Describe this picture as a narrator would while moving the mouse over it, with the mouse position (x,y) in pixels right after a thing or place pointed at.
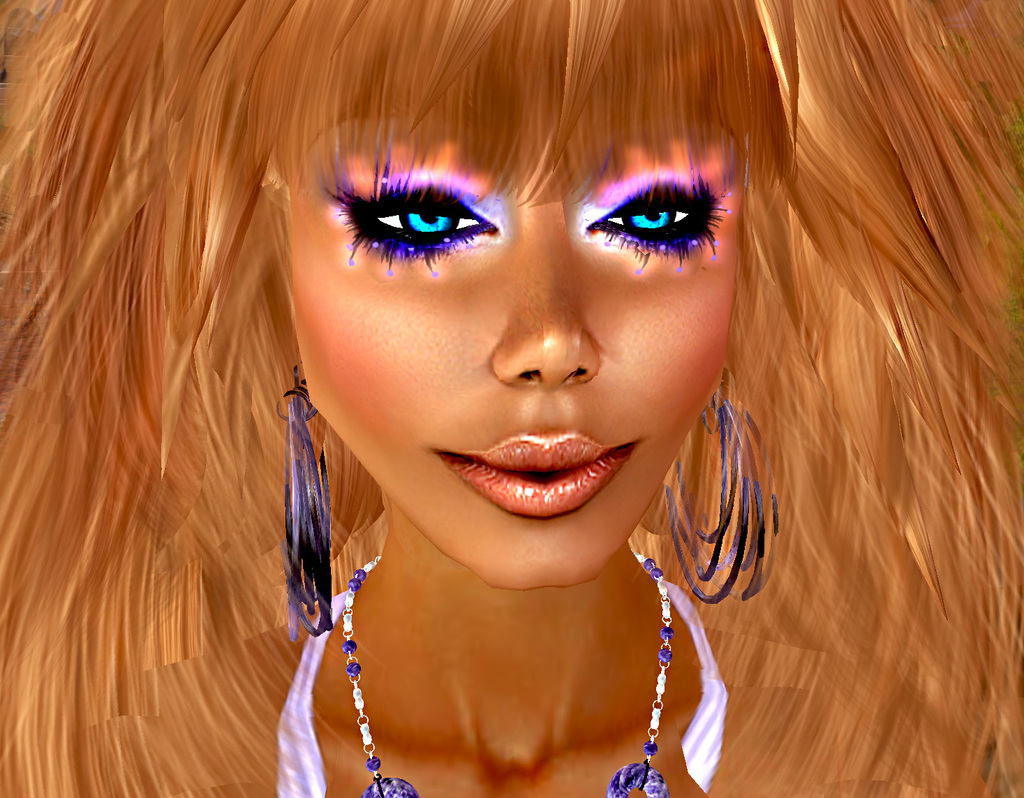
In this picture I can observe an animated picture of a woman (559,355). I can observe a chain (666,641) in her neck (518,760). I can observe violet, blue, brown and black colors in this picture.
